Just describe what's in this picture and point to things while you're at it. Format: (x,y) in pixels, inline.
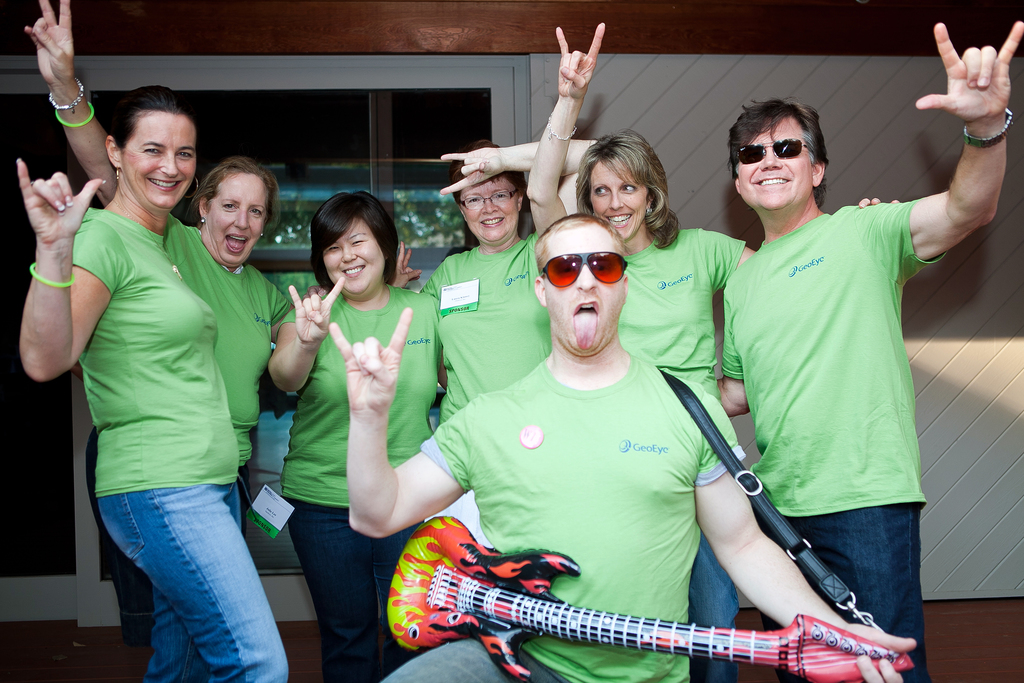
There are group of people (718,379) here standing and laughing. A person (584,597) here holding guitar (568,609) and giving a weird expression. Behind them there is a wall (540,99) and a glass door (452,147).
